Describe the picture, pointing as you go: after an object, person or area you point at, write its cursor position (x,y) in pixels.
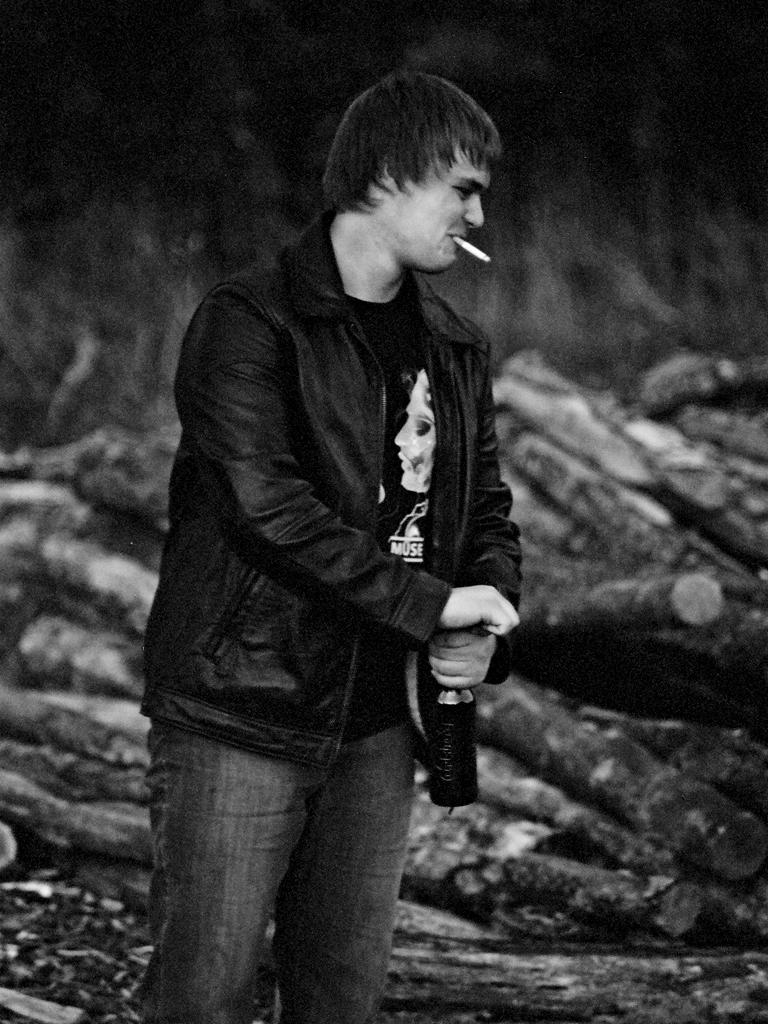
In this image we can see one person (429,291) standing and holding a bottle (445,716). And in the background (619,642), we can see the wooden logs (65,521).
